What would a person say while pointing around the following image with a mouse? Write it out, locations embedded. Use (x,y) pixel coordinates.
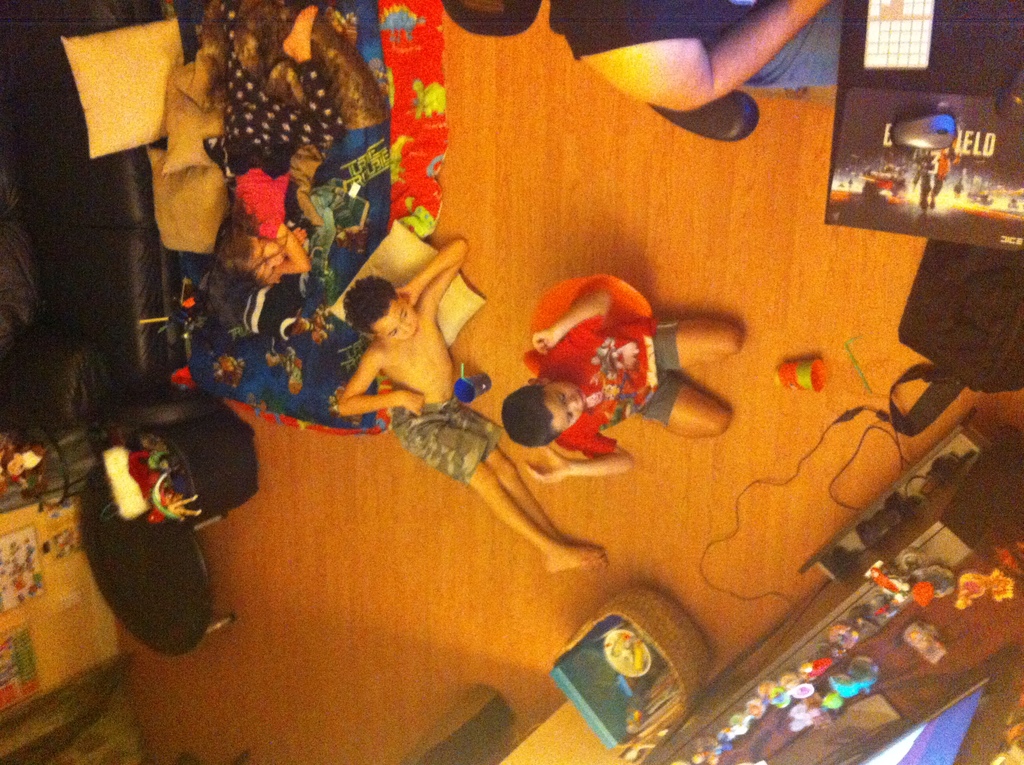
This image is taken from the top inside of a building (742,562), where we can see two boys (645,354) on the floor (473,354) and a girl (272,142) sleeping on a bed (347,129) and there is a man (725,66) sitting on the chair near a table (986,56) which includes mouse (955,124), mouse pad (979,128) and a keyboard (913,37). This room (1009,153) also includes, cables (812,447), baskets (661,652), trampoline (138,536), black basket (205,457), pillows (111,123), glass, wall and few objects (803,667) on the table (750,689).
